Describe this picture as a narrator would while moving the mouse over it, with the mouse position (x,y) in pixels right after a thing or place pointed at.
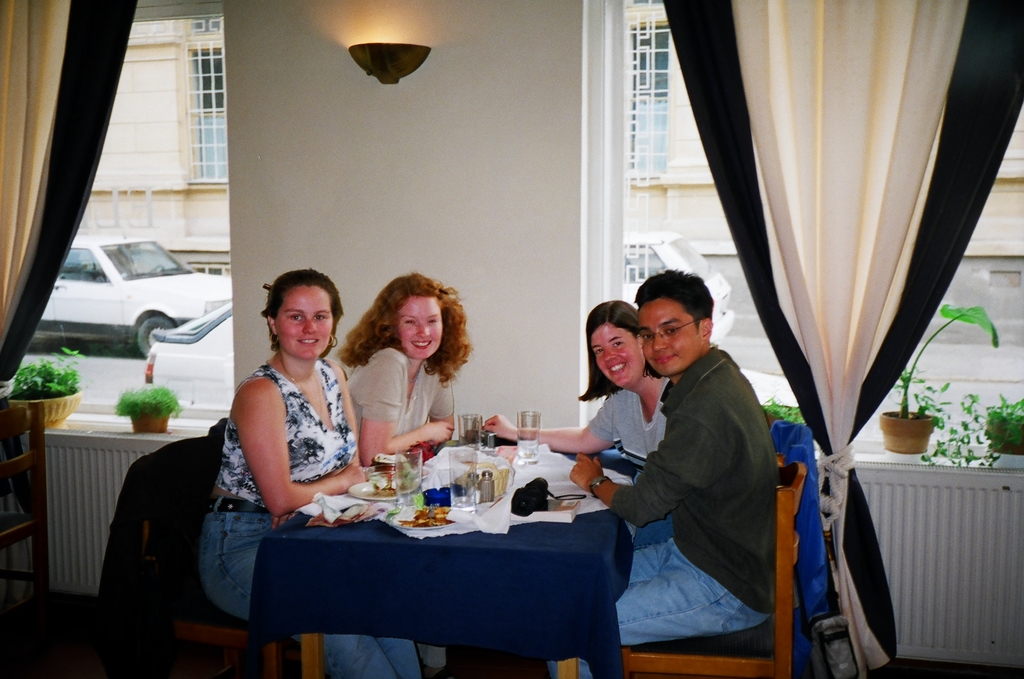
In the image we can see there are people (615,420) who are sitting on chair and on table (302,546) there is camera (519,513), glass (404,504) and in plate (413,509) there are food items (441,511).
